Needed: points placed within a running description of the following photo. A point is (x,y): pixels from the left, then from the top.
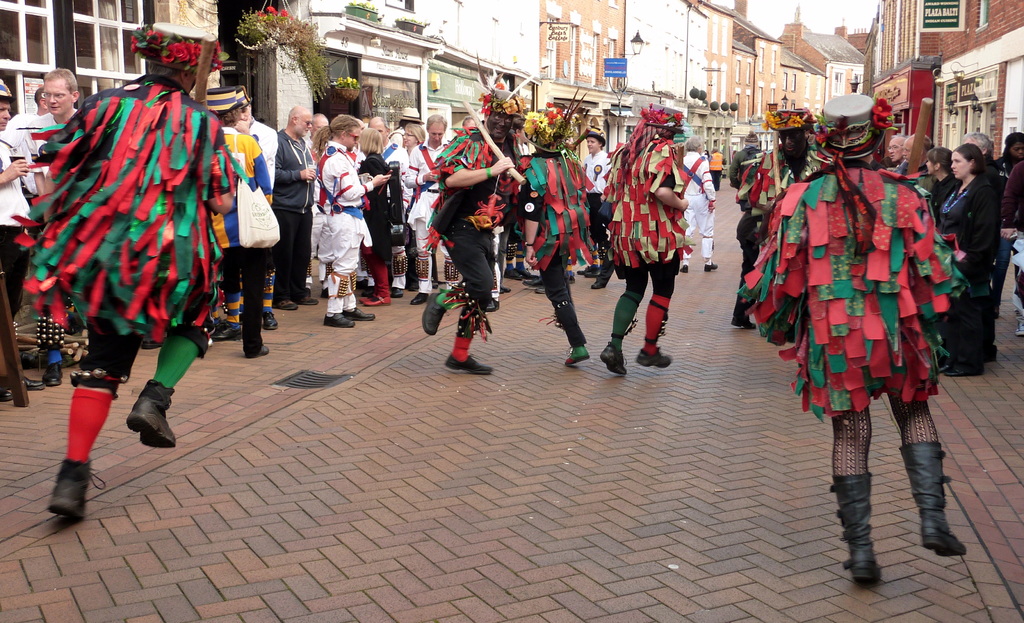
In this picture I can see few buildings (648,99) and few plants (356,84) and I can see few people (312,187) are standing and looks like few are dancing and I can see few boards (618,66) with some text (926,14).
